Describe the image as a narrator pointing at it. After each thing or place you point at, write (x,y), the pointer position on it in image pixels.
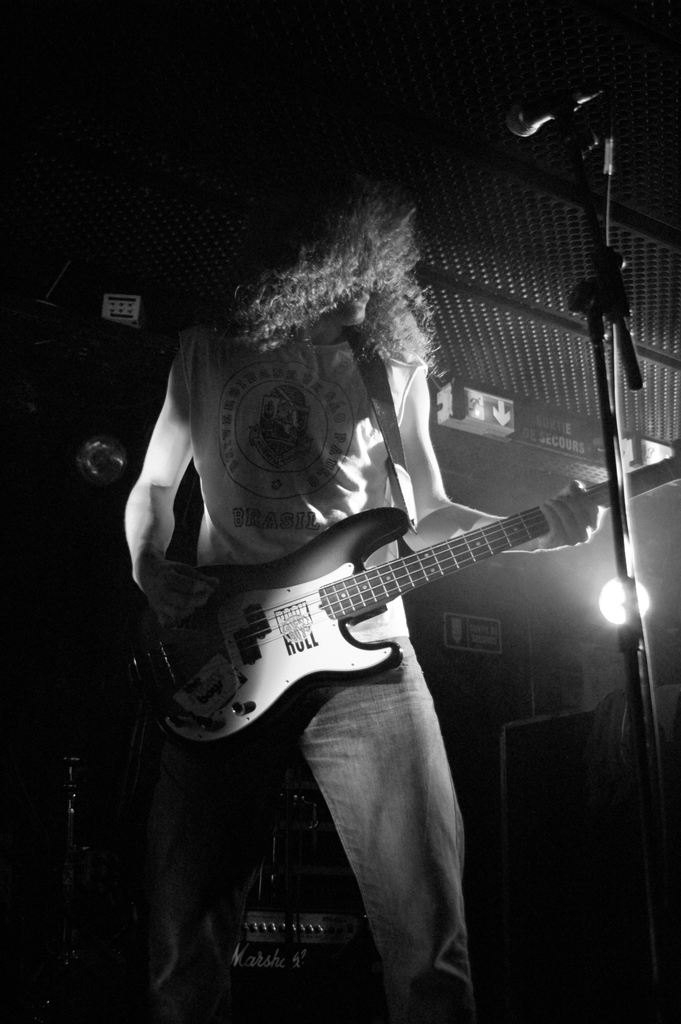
In this picture we can see a man (301,459) and he is holding a guitar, here we can see a mic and some objects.
